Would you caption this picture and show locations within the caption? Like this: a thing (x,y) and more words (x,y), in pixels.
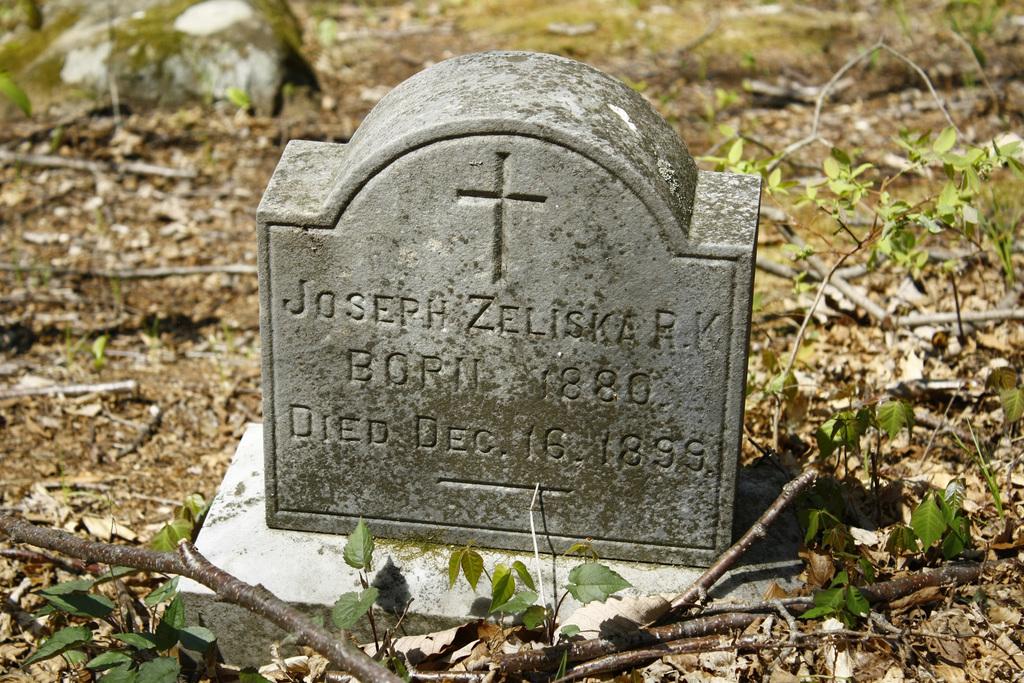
In this image I can see a memorial stone (379,435) and in the background (1011,154) there are leaves (160,632).
